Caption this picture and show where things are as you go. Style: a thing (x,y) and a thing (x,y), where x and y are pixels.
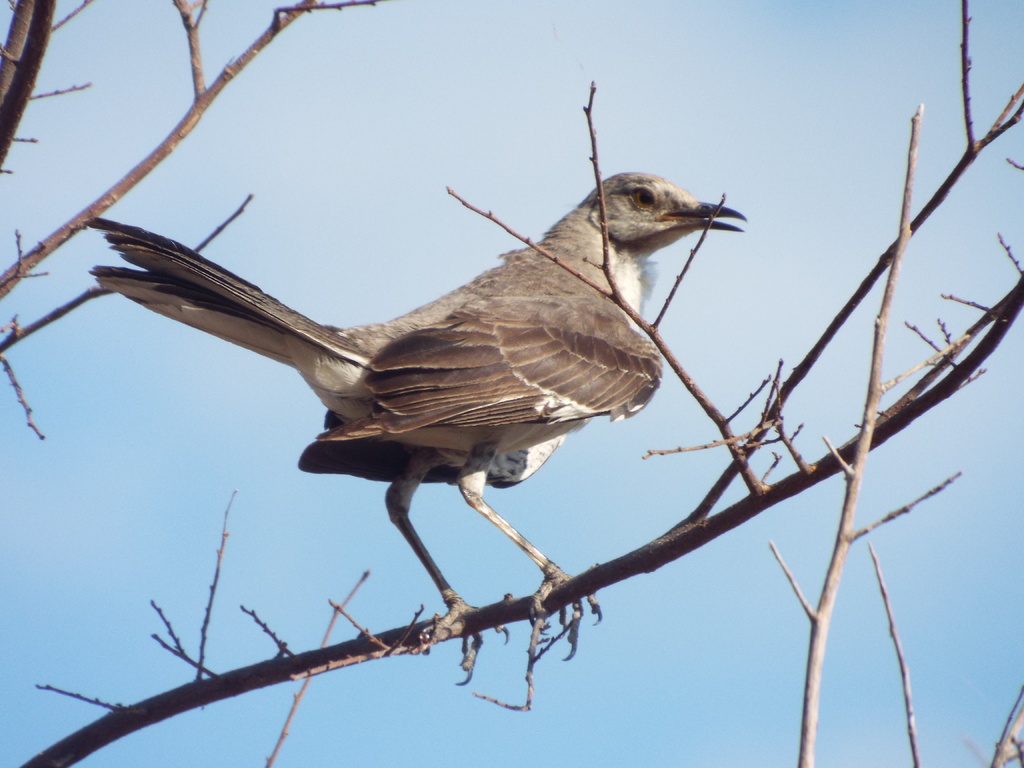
In this image in front (539,593) there is a bird (456,626) standing on the branch (522,599). In the background of the image (542,180) there is sky (458,159).
